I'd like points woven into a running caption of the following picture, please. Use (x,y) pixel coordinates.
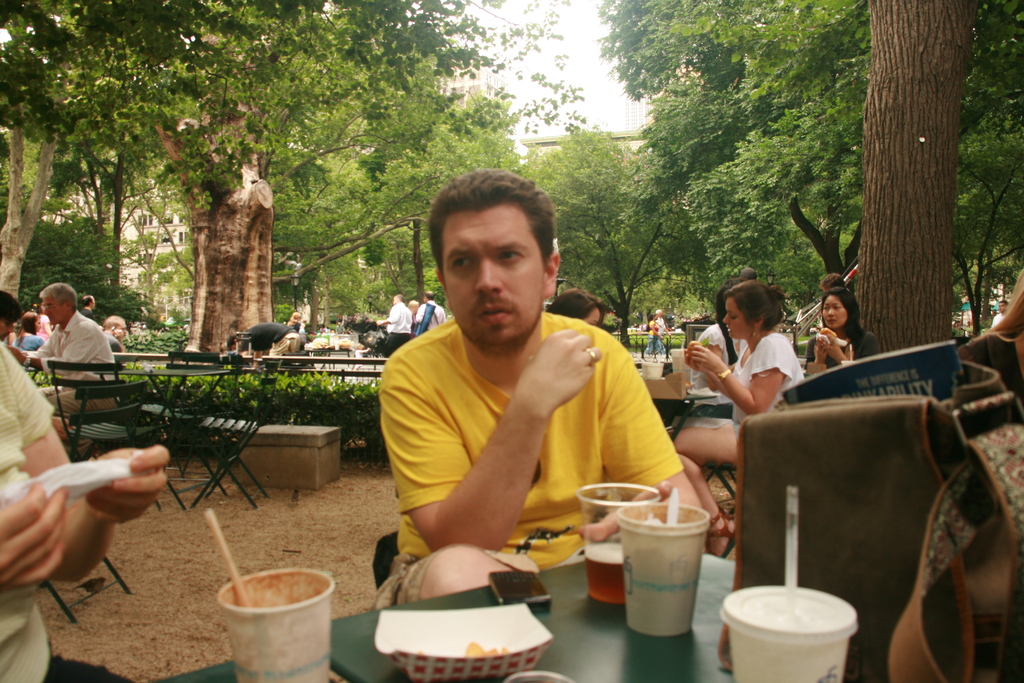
Few persons (459,413) are sitting on the chairs (65,372) and few persons (287,336) are standing, this person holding tissue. We can see cups (263,630), glass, mobile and bag (813,506) on the table (414,607). We can see trees (930,66), plant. A far we can see building (641,144).
